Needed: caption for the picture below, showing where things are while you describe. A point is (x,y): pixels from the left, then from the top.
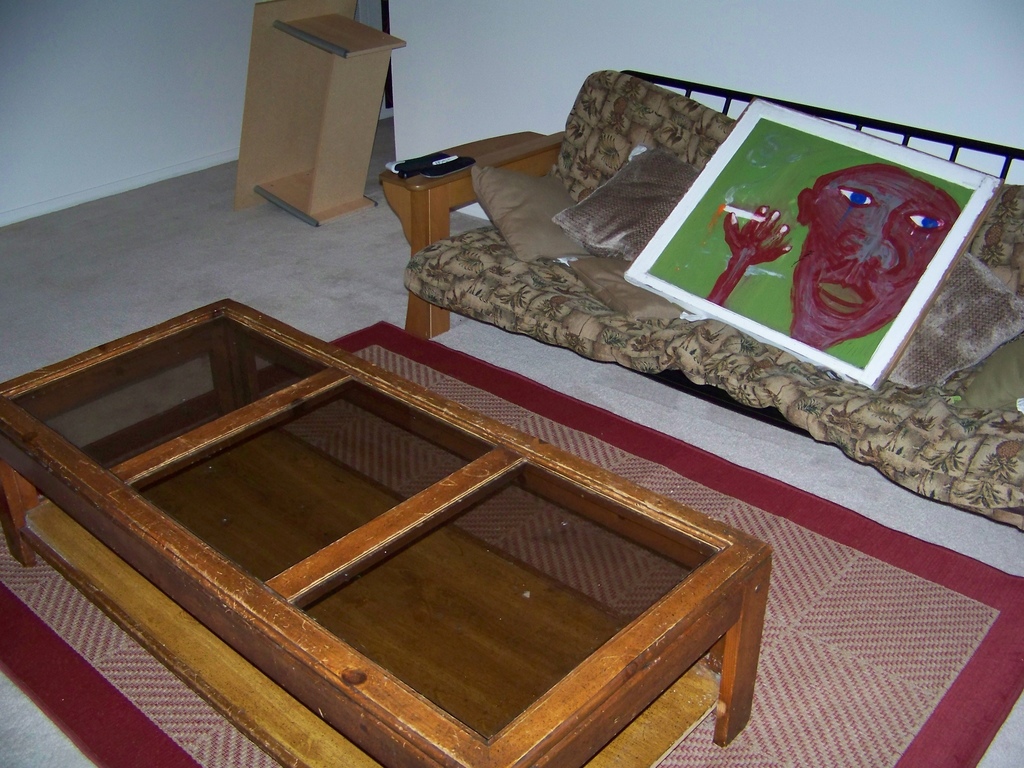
In this image I can see at the bottom (569,617) there is the wooden table (402,547), on the right side (769,308) it looks like a painting (823,207) on the sofa (589,332), there are pillows (624,294) on the sofa (520,284). At the bottom (31,579) it looks like a floor mat (819,629).
